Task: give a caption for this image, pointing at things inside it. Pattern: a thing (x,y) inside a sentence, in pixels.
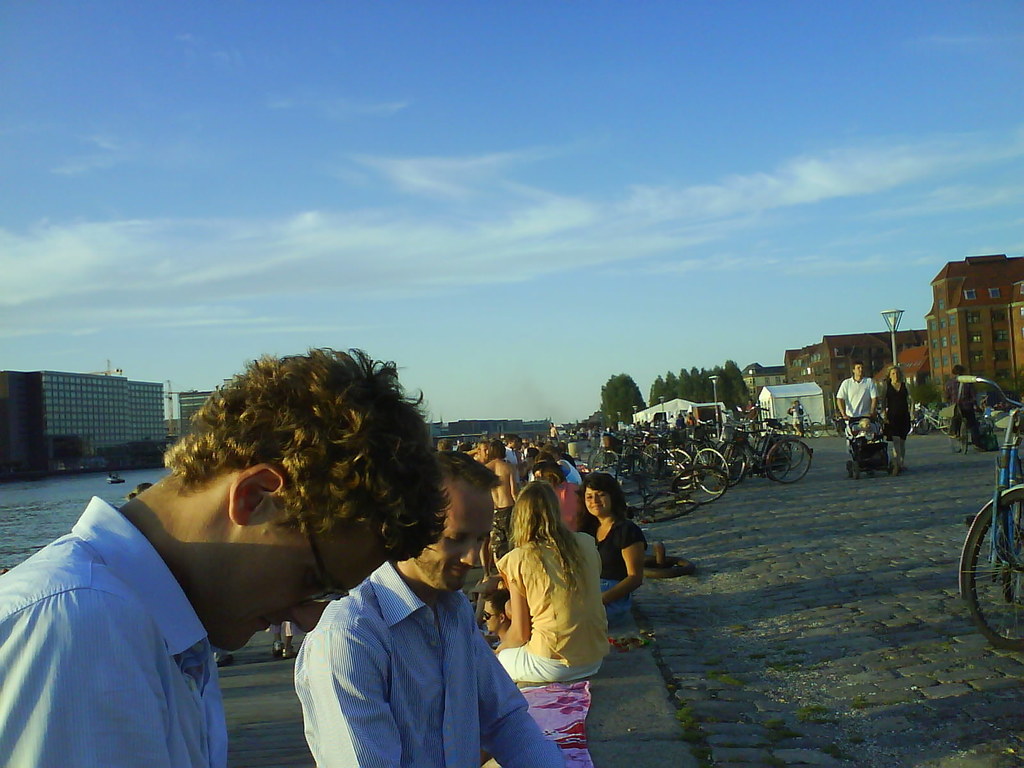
In the center of the image (471,456) there are people (401,695). There is a road (706,561) on which there are bicycles (687,461). In the background of the image (665,412) there are trees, buildings (781,369). To the left side of the image (63,498) there is water (44,540). At the top of the image (619,245) there is sky (456,107).
